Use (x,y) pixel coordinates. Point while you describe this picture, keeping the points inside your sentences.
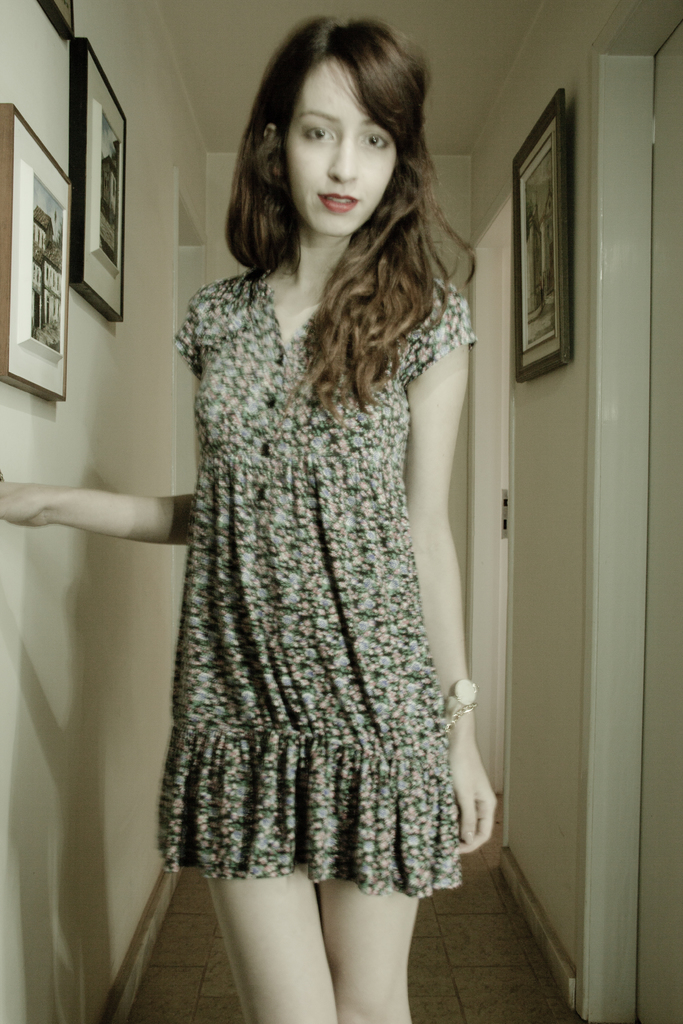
In the image there is a woman (286,395) in frock (289,773) standing in the middle of path (468,952) with wall (139,395) on either side with photographs (554,287) on it.
